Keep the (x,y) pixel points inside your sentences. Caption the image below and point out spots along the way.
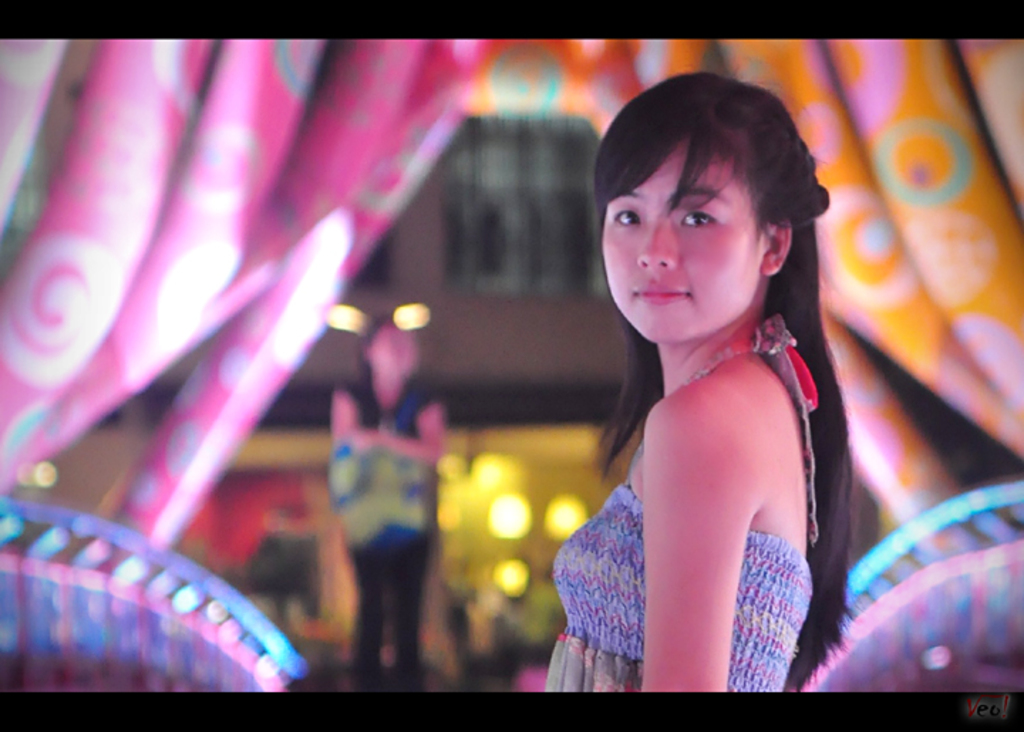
In this image there is a girl (766,468) in the middle (670,434). In the background (244,115) there are curtains (929,174). This picture is taken in the nighttime.
